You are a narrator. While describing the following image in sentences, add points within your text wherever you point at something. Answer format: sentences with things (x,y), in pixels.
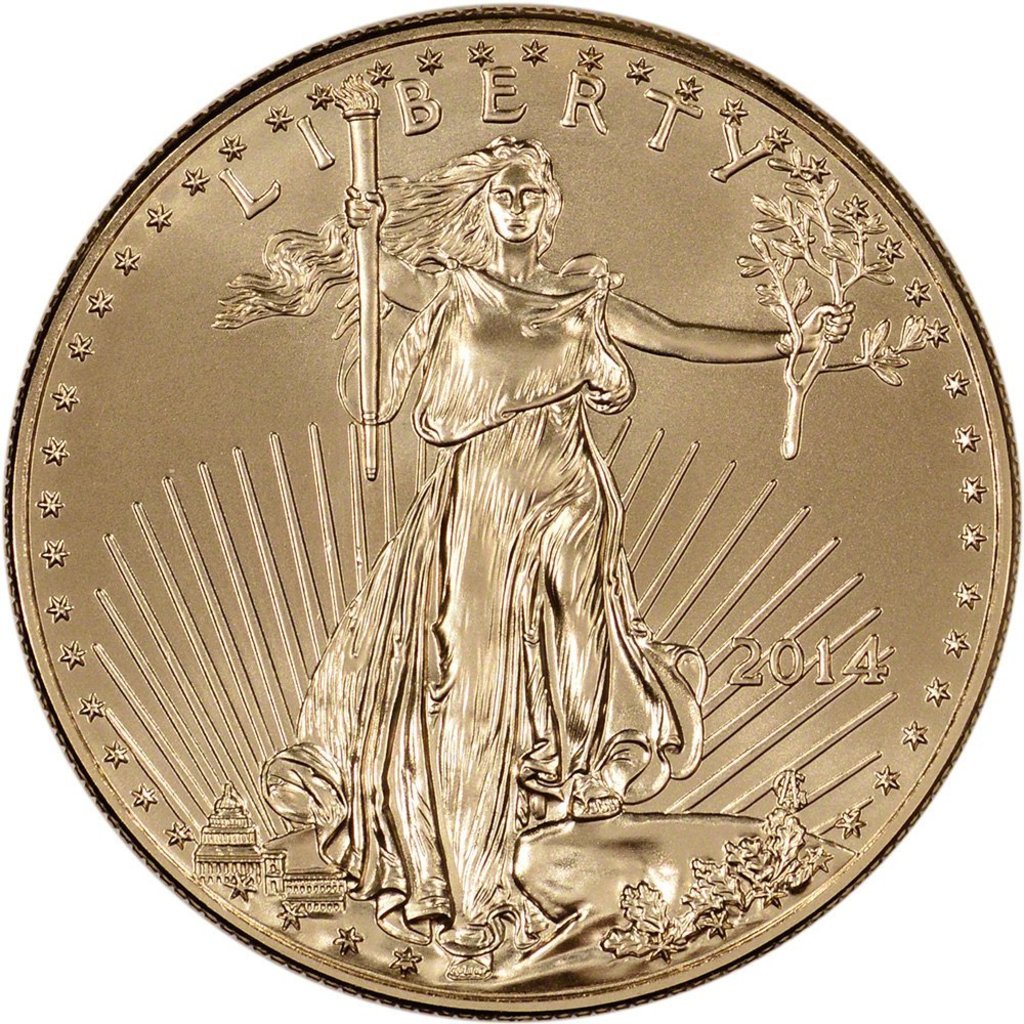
In this image, I can see a coin (244,163) with a sculpture (565,455) of a person (332,230) and letters (592,117) on it. The background (1,119) looks white in color.
